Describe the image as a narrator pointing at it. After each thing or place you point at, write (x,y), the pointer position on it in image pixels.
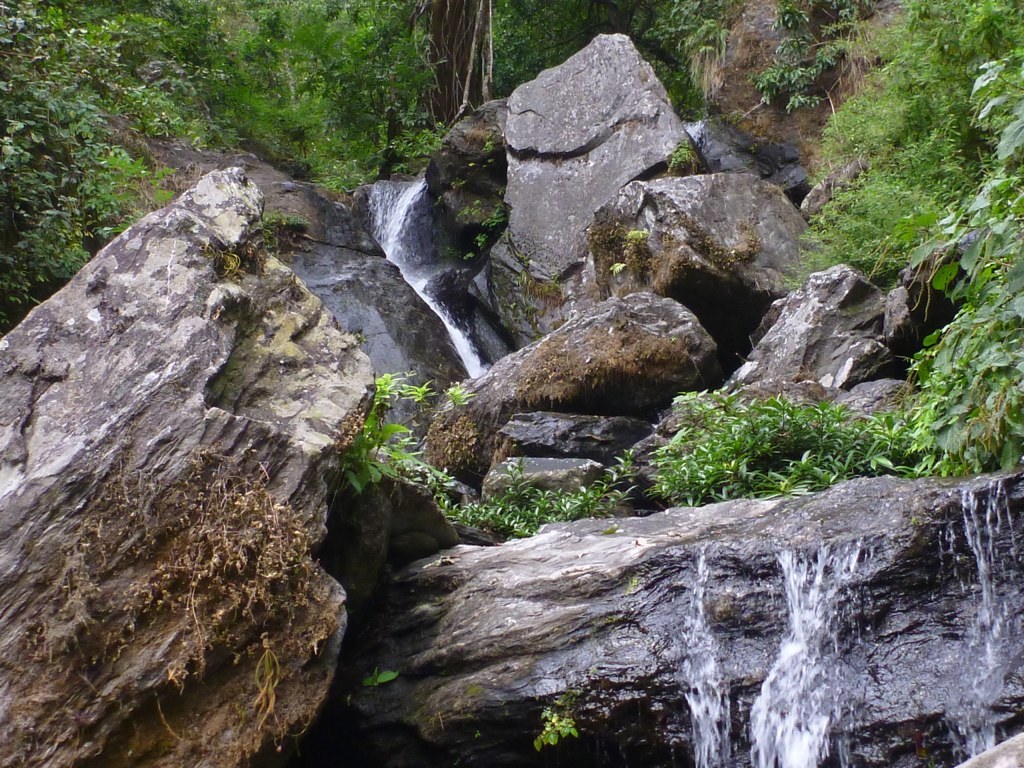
In this image there is a waterfall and we can see rocks (580,354). In the background (467,3) there are trees (373,17) and grass (895,173).
